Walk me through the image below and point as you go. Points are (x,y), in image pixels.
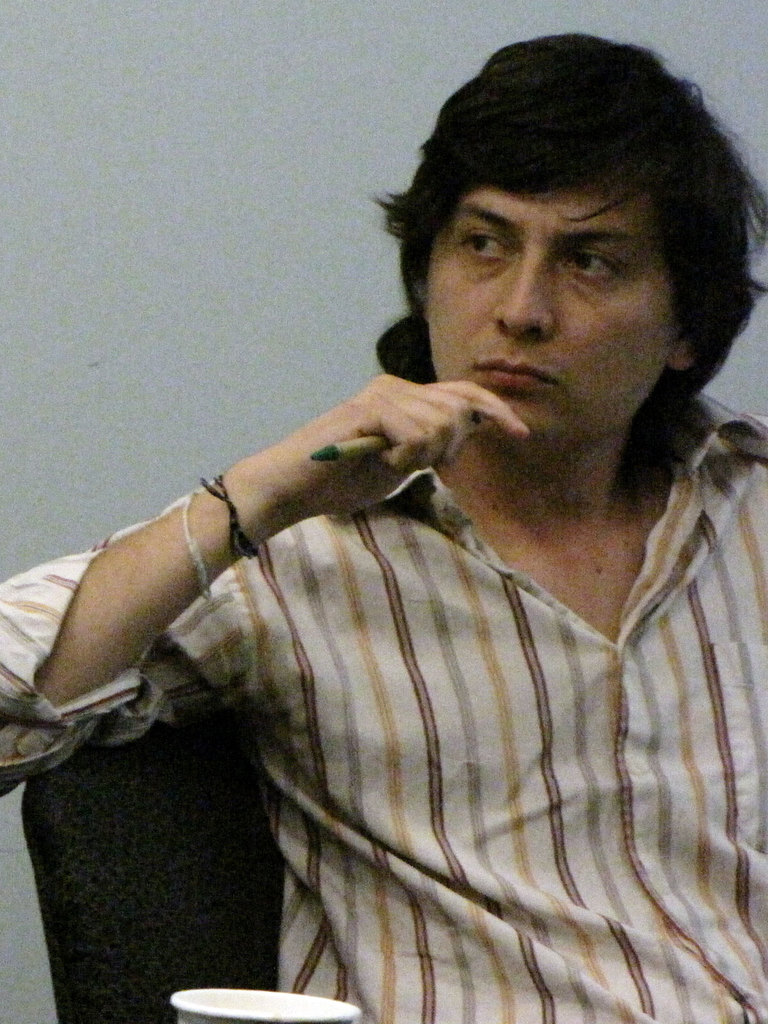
In the center of the image (332,614) there is a person (347,649) sitting on the chair (89,1006) and holding a pen (338,455). At the bottom of the image (232,999) there is a cup (176,999). In the background (231,215) there is wall (201,202).
